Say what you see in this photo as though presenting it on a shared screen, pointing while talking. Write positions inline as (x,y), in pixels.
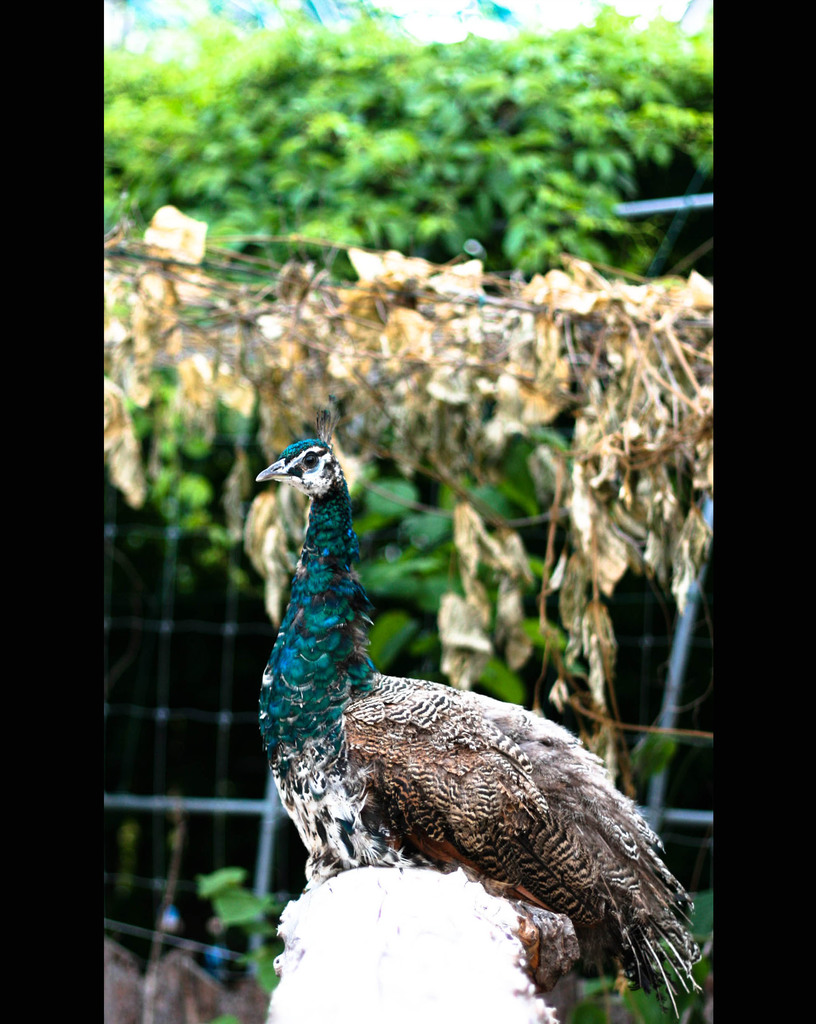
In this image I can see the peacock (632,942), few trees (368,578) and the fencing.
